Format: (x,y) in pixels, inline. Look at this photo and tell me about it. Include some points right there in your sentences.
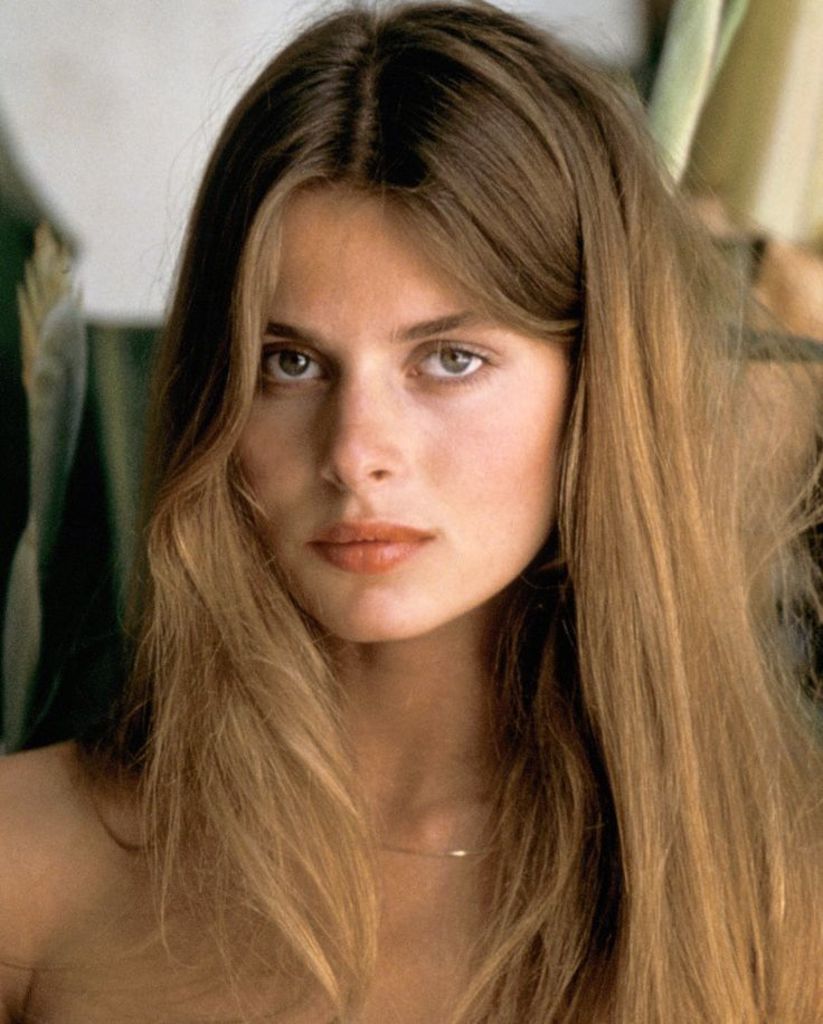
In the foreground of this image (253,437), there is a woman (590,582) with loose hair (587,347). In the background (704,65), there is a curtain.
